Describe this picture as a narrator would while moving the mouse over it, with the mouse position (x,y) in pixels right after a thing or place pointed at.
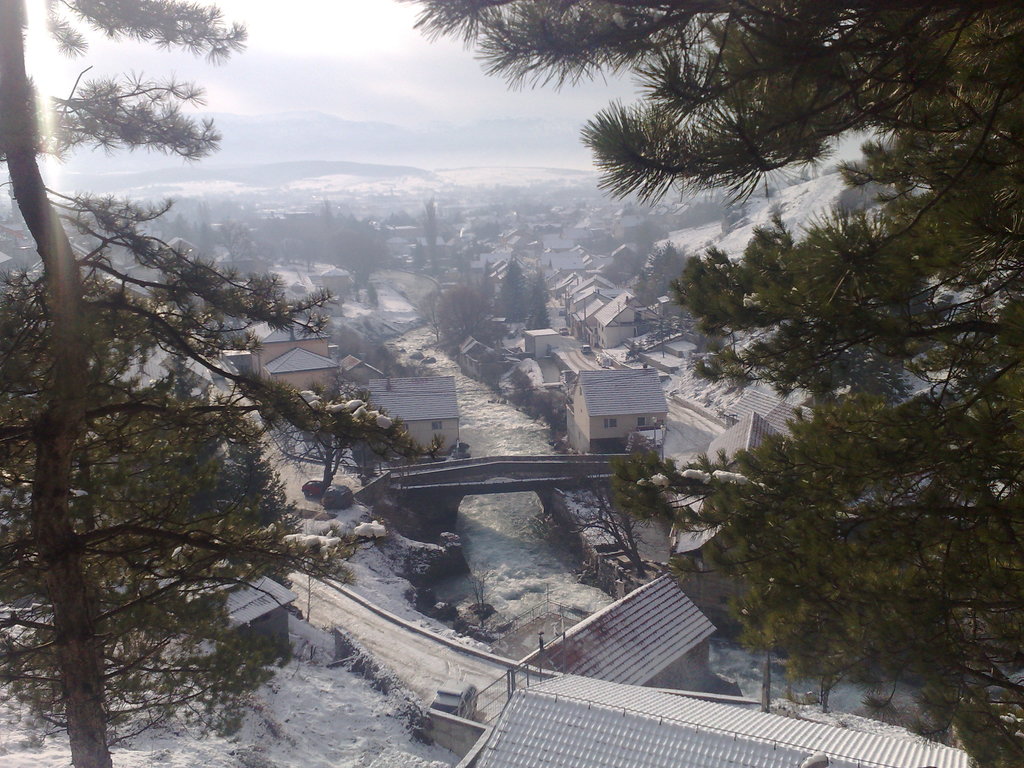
In this picture we can see many buildings (536,229). At the bottom (312,605) there is a road (405,655), beside that we can see the river (544,560). In the center (400,497) there is a bridge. In the background (185,172) we can see mountain (699,203) and snow (806,228). On the right (888,368) there is a tree (851,253). At the top (349,71) we can see sky (401,82) and clouds (378,73).
